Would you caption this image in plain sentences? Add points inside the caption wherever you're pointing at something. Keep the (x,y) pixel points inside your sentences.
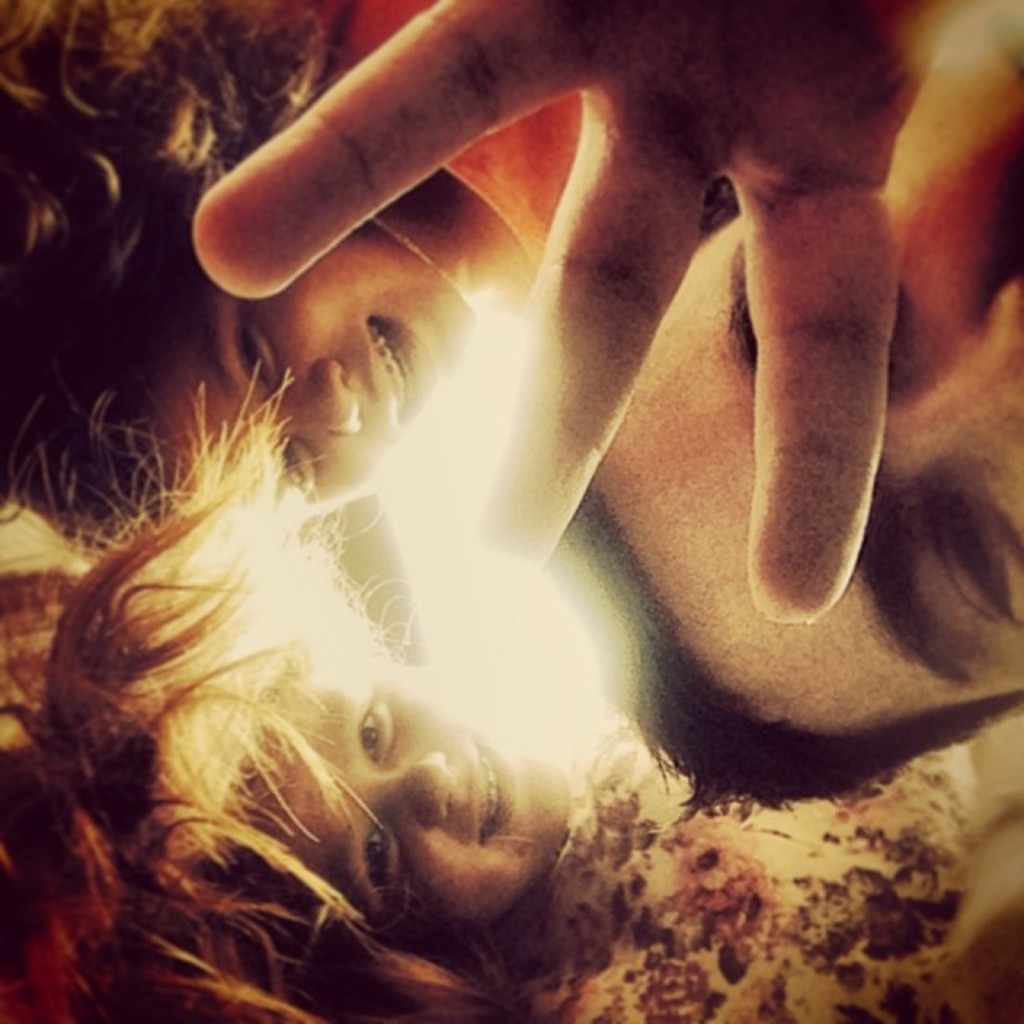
In this picture we can see group of people (656,639) and they are all smiling.
